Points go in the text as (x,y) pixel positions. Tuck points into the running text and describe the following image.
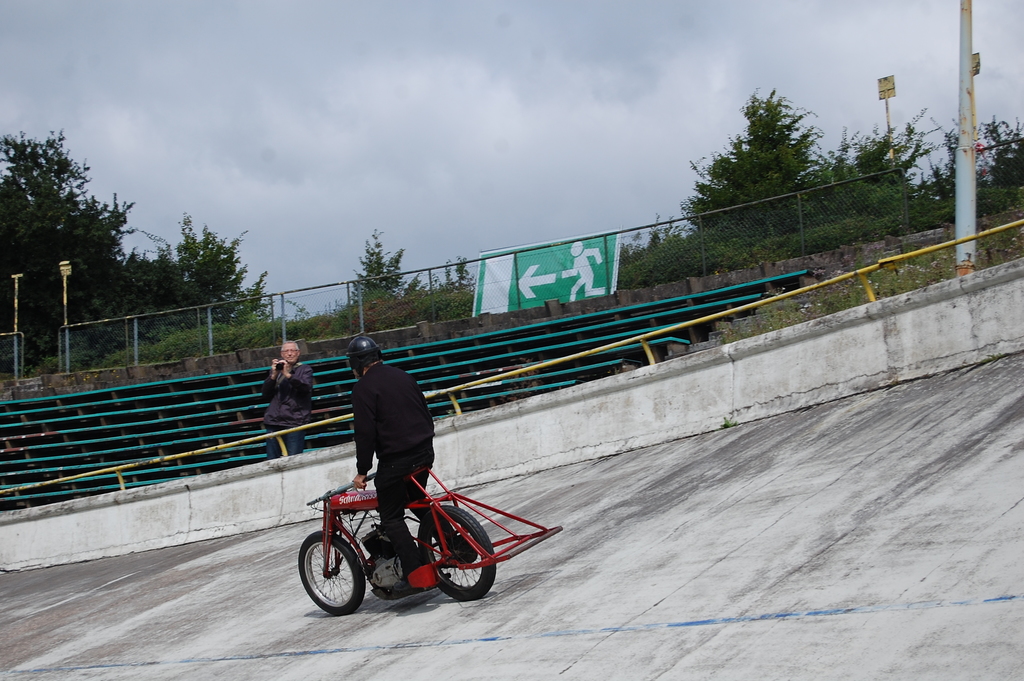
As we can see in the image, there are trees (90,264), fence (609,242), banner (595,275) and two persons (296,386) and this person (389,517) is riding motorcycle (474,567).
